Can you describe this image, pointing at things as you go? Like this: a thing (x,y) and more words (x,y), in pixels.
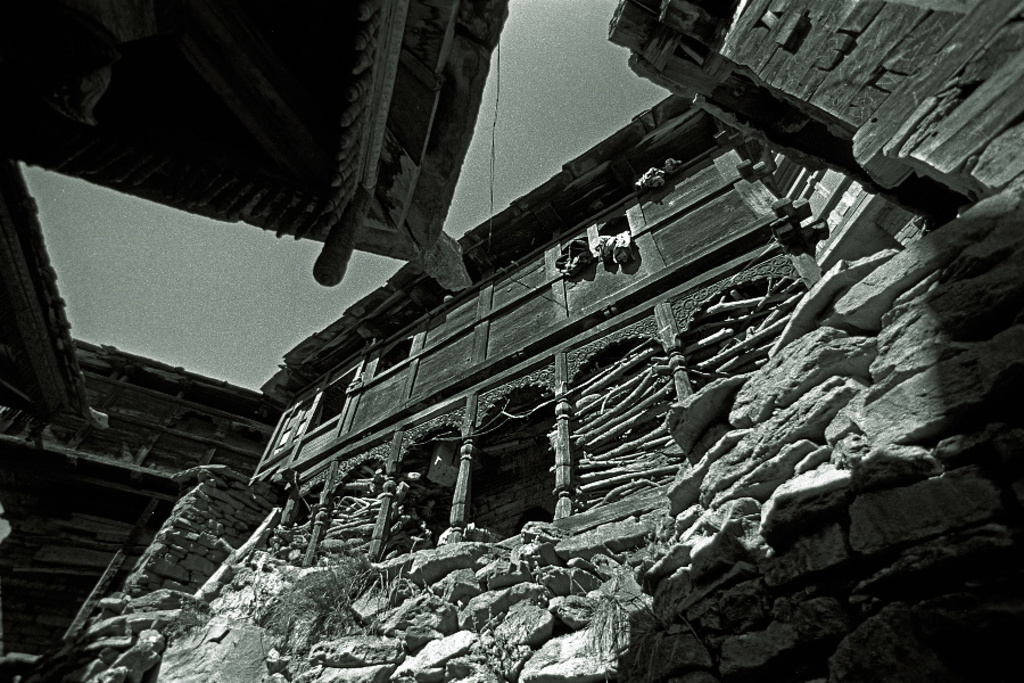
In this image I can see buildings (538,204). On the right side (873,399) there are stones (913,469). The picture is in black and white.
